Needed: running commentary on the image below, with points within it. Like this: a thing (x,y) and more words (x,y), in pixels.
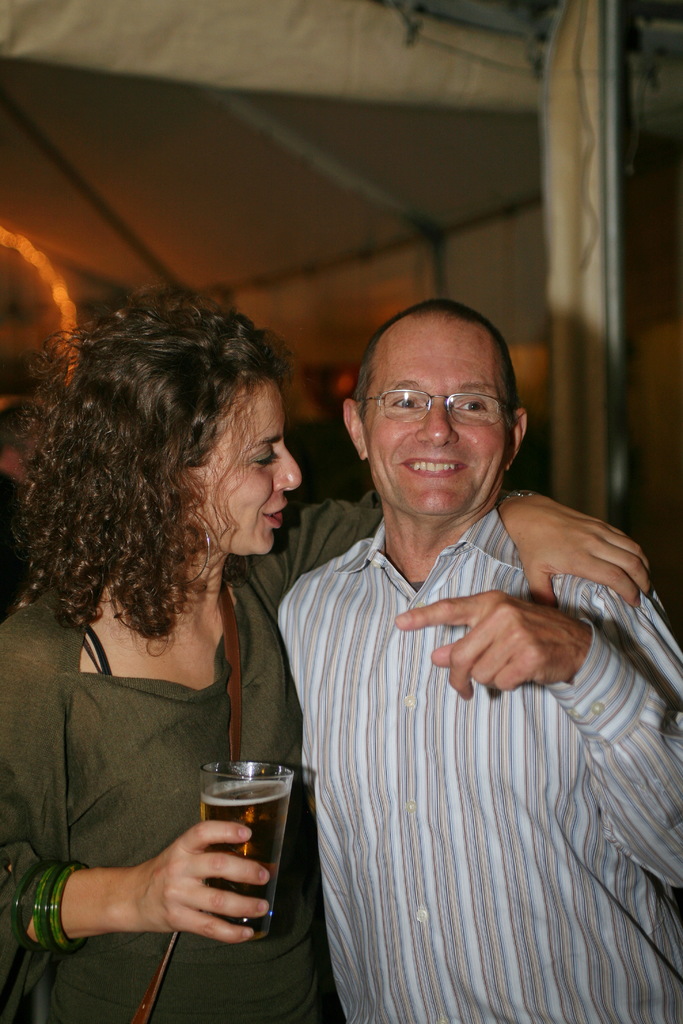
In the center of the image (361,611) there are two people (347,788). The lady (301,787) standing on the left (159,869) is holding a glass (253,822) in her hand (245,909) and the man (396,685) next to her is smiling. In the background (389,181) there is a tent (318,112).
